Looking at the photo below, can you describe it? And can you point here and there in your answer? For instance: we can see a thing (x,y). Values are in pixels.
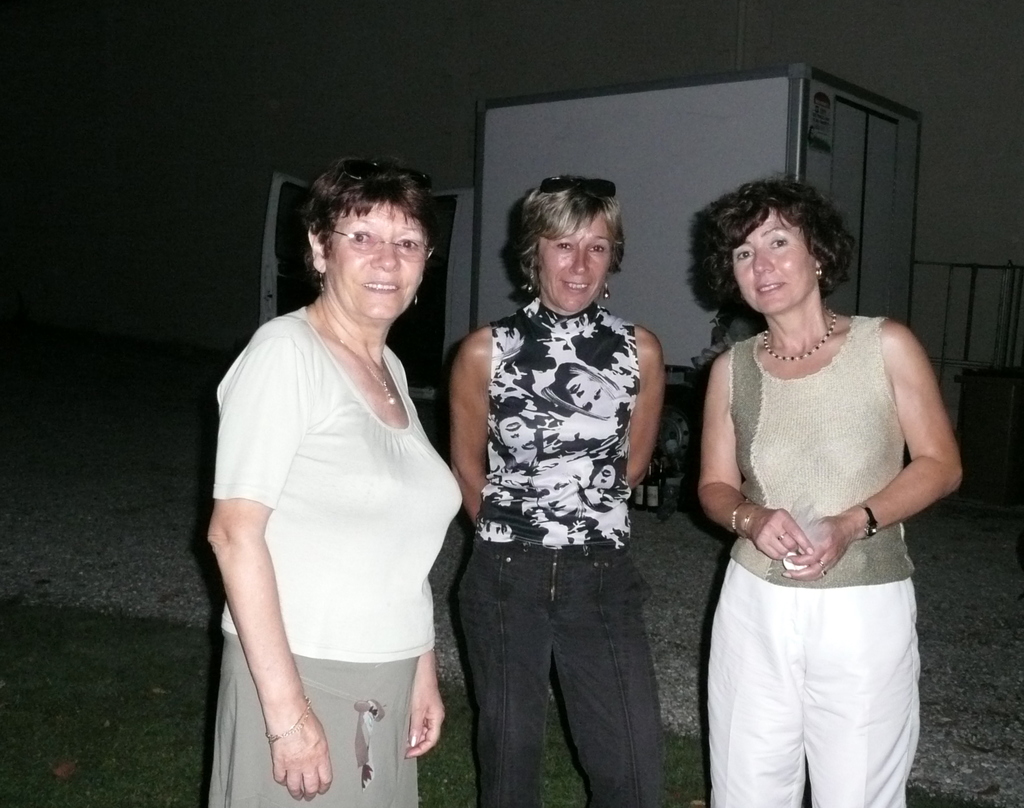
In this image we can see three ladies (481,455) standing and smiling. In the background (407,362) there is a vehicle (652,240) and a wall (395,120). At the bottom (667,576) there is a road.
